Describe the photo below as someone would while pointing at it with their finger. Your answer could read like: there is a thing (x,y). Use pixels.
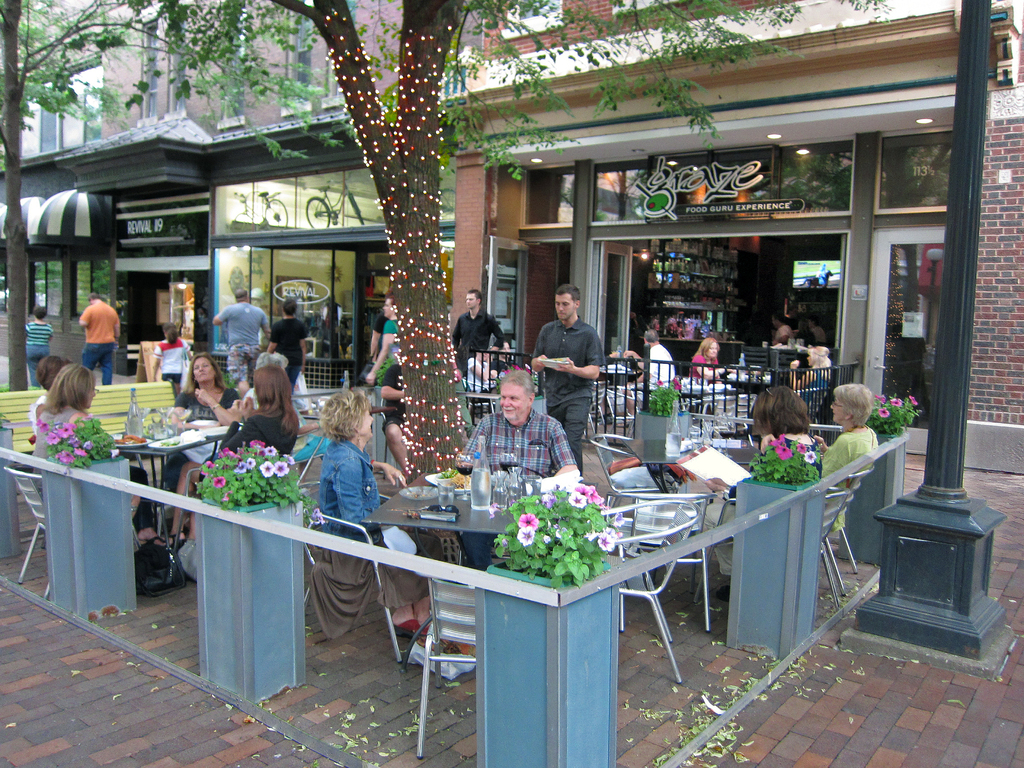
In the center of the image (451,442) there is tree (401,154) with lights (369,58). There are people (519,417) sitting on chairs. There are tables (463,501) on which there are objects (136,418). There are flower pots (284,520). To the right side of the image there is pole (945,336). In the background of the image (66,316) there is a building (719,141). There are stores (304,205). At the bottom of the image (843,711) there is pavement (223,712).
